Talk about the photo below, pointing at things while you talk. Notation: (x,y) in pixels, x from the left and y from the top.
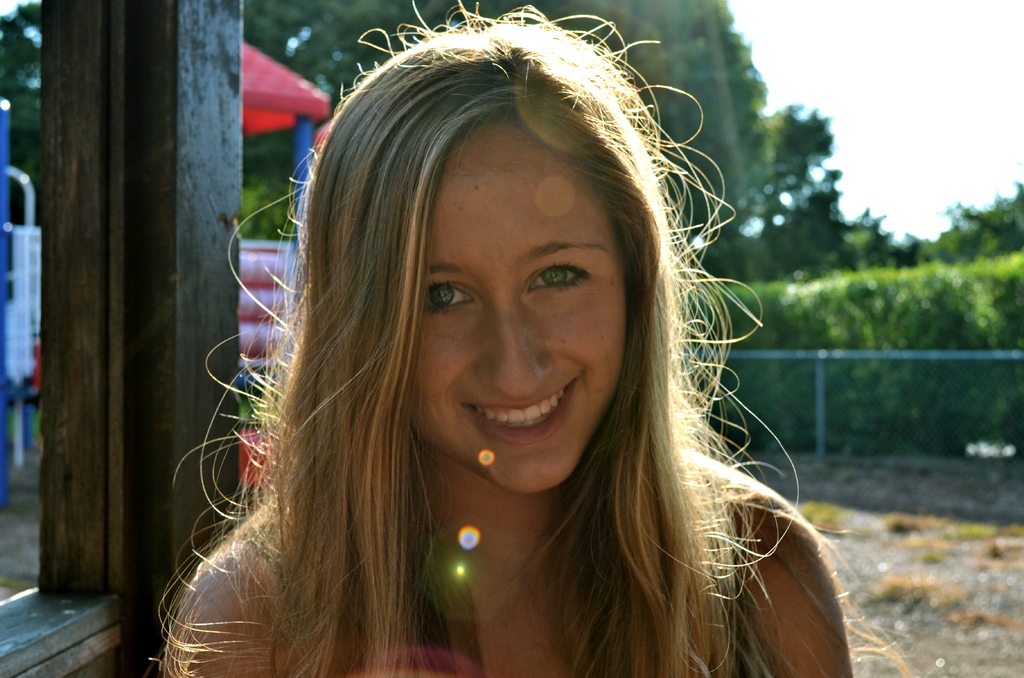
There is a woman (608,248) smiling. In the background (544,13), there is a red color tent (277,80), there are plants (824,326), fencing (971,382), trees (656,12) and there is sky (865,28).
